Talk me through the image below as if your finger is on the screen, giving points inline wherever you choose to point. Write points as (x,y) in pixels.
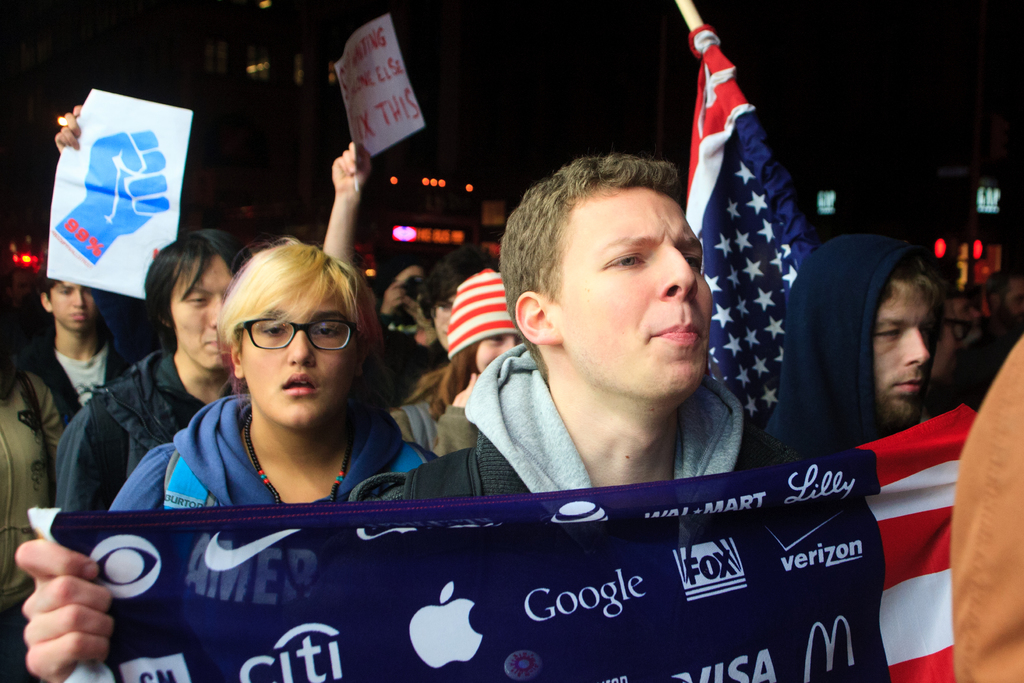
In the foreground of the picture (823,385) there are people (703,363) holding flags (761,254) and placards (117,197). The background (990,231) is blurred. In the background (492,146) there are buildings (419,168) and lights (495,217).
